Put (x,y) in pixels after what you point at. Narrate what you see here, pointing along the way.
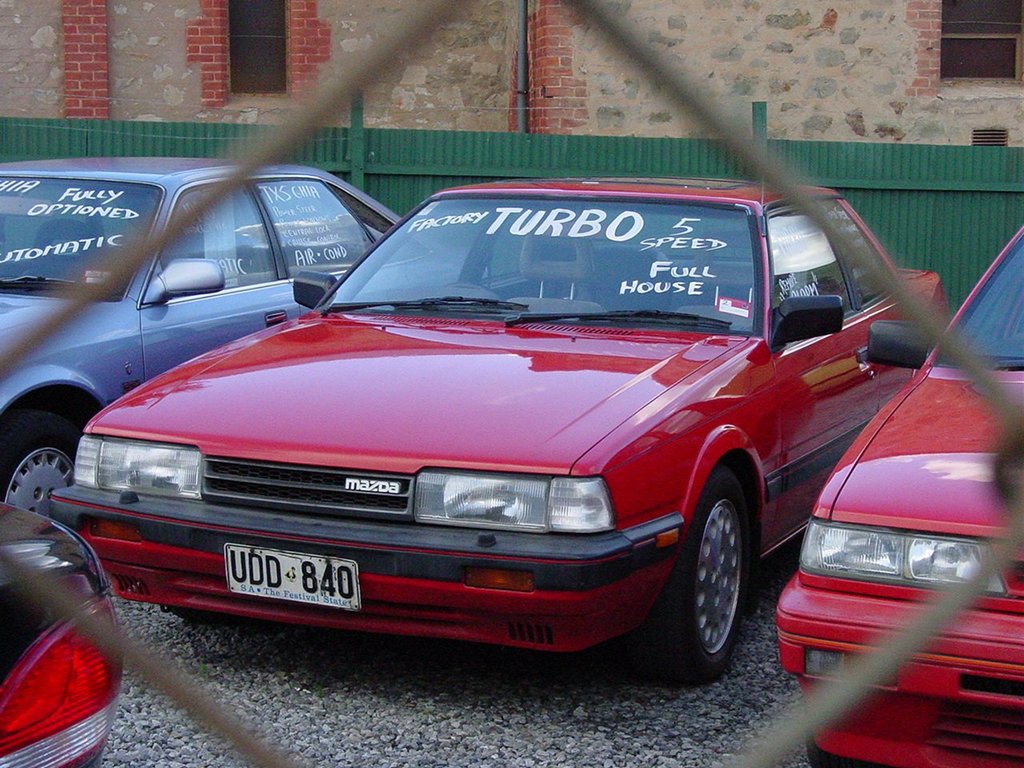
There are 3-4 car (280,203), one car (193,320) at left side (278,275) one car (197,546) at middle (411,265), one car (971,674) at the right side (1016,645) and last one at the bottom left corner (41,742).
